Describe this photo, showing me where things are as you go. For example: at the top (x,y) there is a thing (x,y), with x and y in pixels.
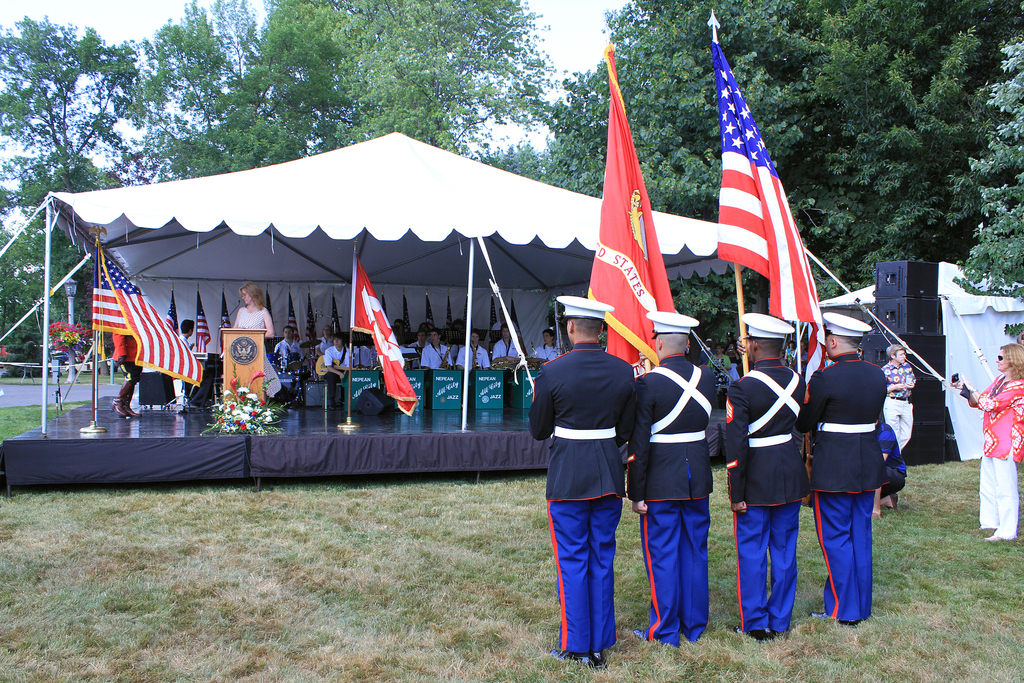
In this picture there is a woman (251,293) standing on the speech desk (253,351) and giving a speech. Behind there is a group of musicians (332,340) sitting at the music stands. On the left side (135,314) we can see american flag (105,263). On the top (277,166) there is a tent house (358,247) and in the front (703,422) bottom side there are four soldier (703,422) standing and holding the flag (758,227) in the hand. In the background (922,233) there are some trees (899,114).
